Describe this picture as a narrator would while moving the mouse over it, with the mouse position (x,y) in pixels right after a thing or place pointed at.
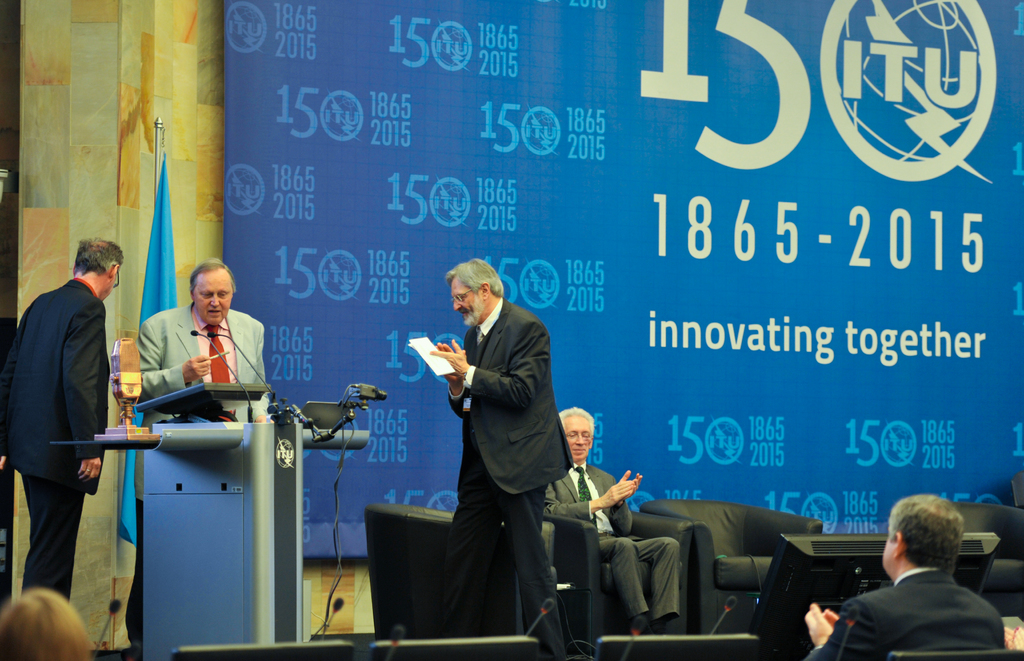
There are people (476,362) and a man (104,396) standing in front of a desk (243,384) and a mic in the foreground area of the image (243,384), there is a poster (431,210), and a flag (165,210) in the background (436,198).
